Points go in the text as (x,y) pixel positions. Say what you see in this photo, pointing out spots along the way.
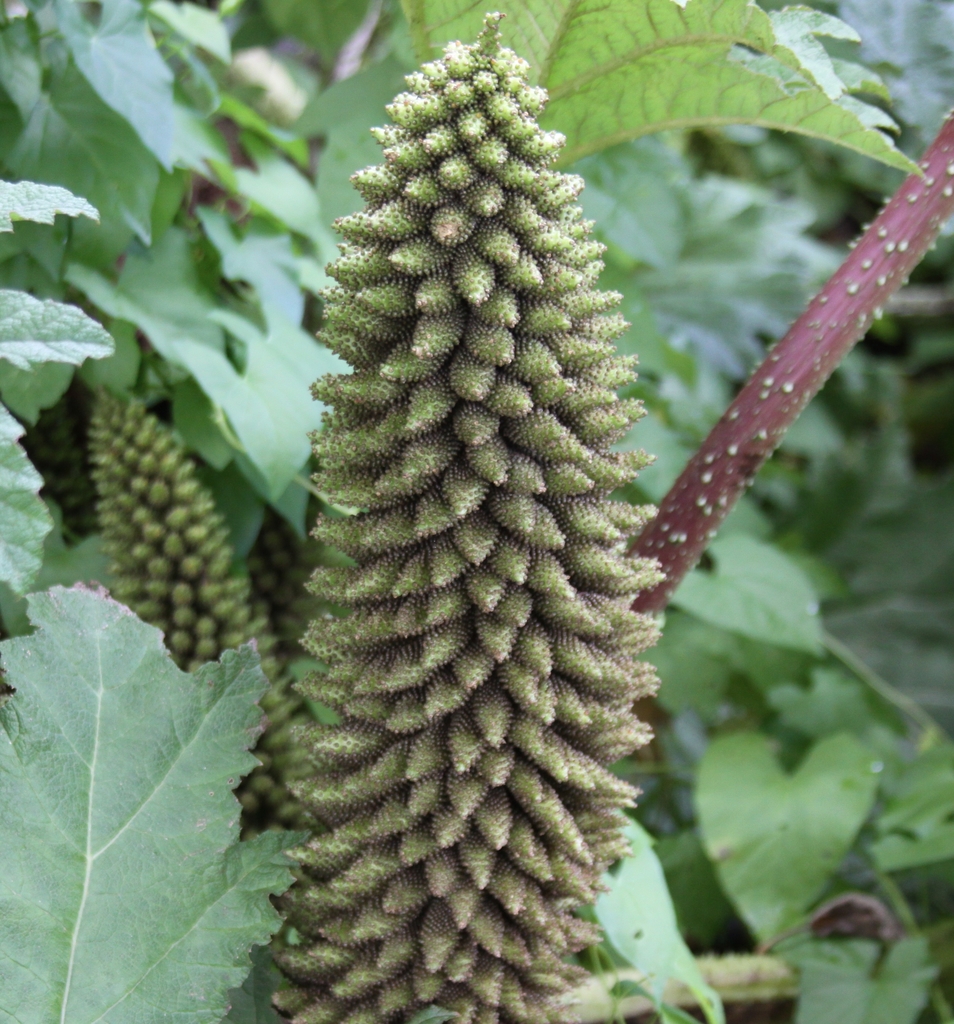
In this image we can see plants (512,385) with flowers (521,916).
